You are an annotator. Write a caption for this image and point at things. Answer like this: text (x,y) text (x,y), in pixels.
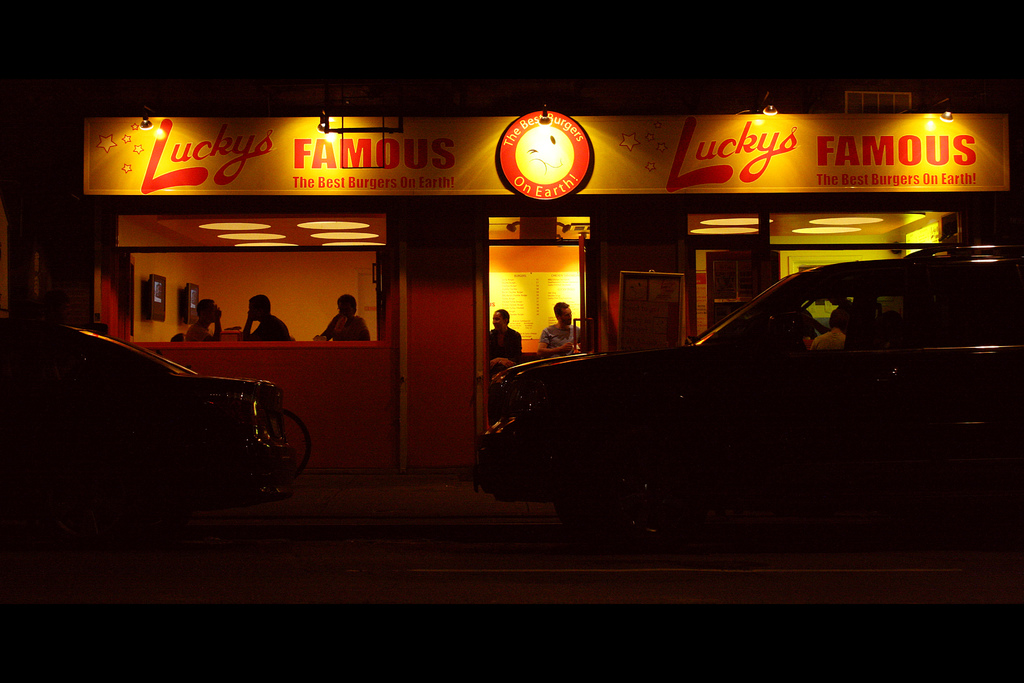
In the center of the image (534,327) there is a restaurant (600,275) and there are people (219,331) sitting in the restaurant (255,347). At the bottom (508,545) there is a road (758,528). We can see cars (196,435) on the road (337,555).
